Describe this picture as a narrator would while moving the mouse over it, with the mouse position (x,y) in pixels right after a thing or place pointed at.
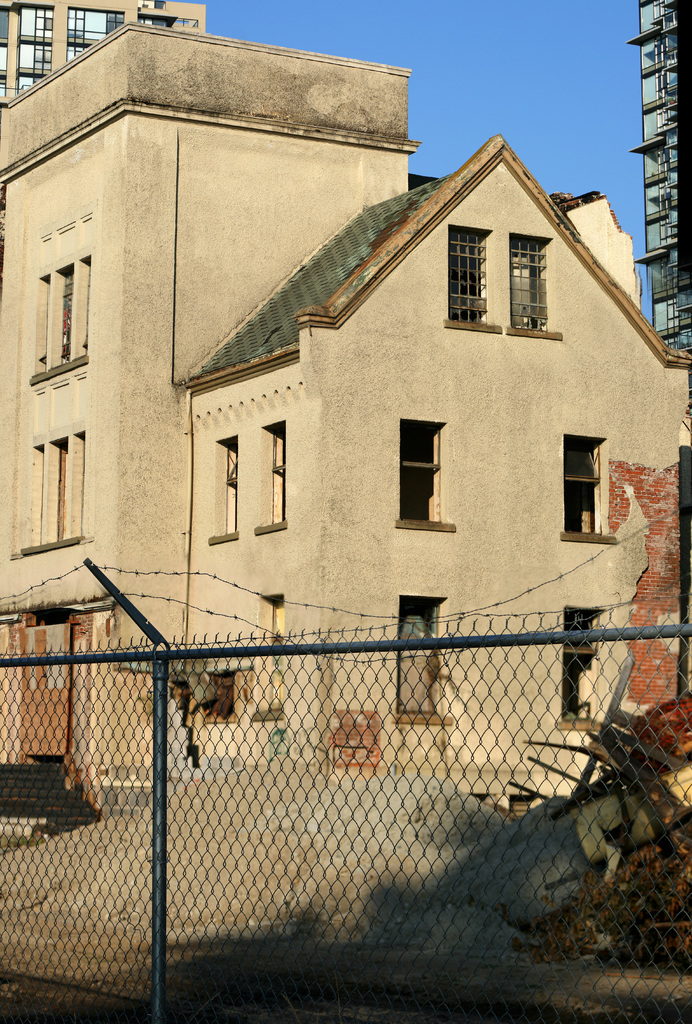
In this image we can see the buildings (459,353) and we can see the sand (529,867) and few objects (602,827) on the ground (529,909). In front of the building (357,557) we can see a fence (392,748). In the background (521,71), we can see the sky (540,89).
